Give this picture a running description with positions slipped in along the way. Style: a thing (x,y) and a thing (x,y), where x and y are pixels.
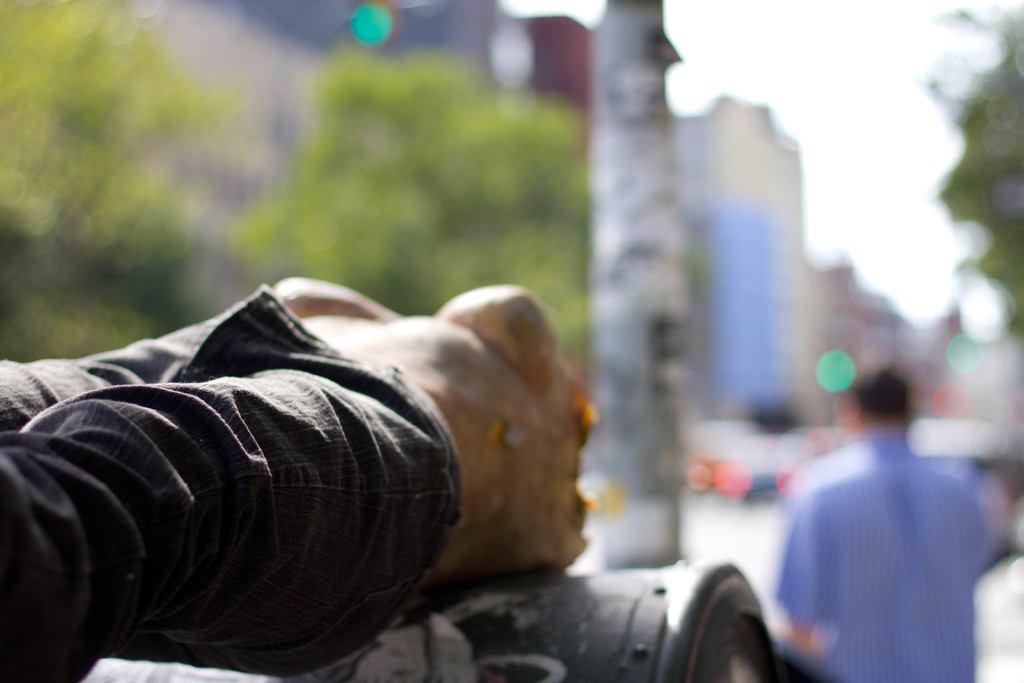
In this image on the left side (224,591) we can see cloth (147,440). In the background (449,206) the image is blur but we can see trees (560,245), buildings (759,309), windows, vehicles (790,475) on the road (724,530), sky (811,136) and a person (903,474).
